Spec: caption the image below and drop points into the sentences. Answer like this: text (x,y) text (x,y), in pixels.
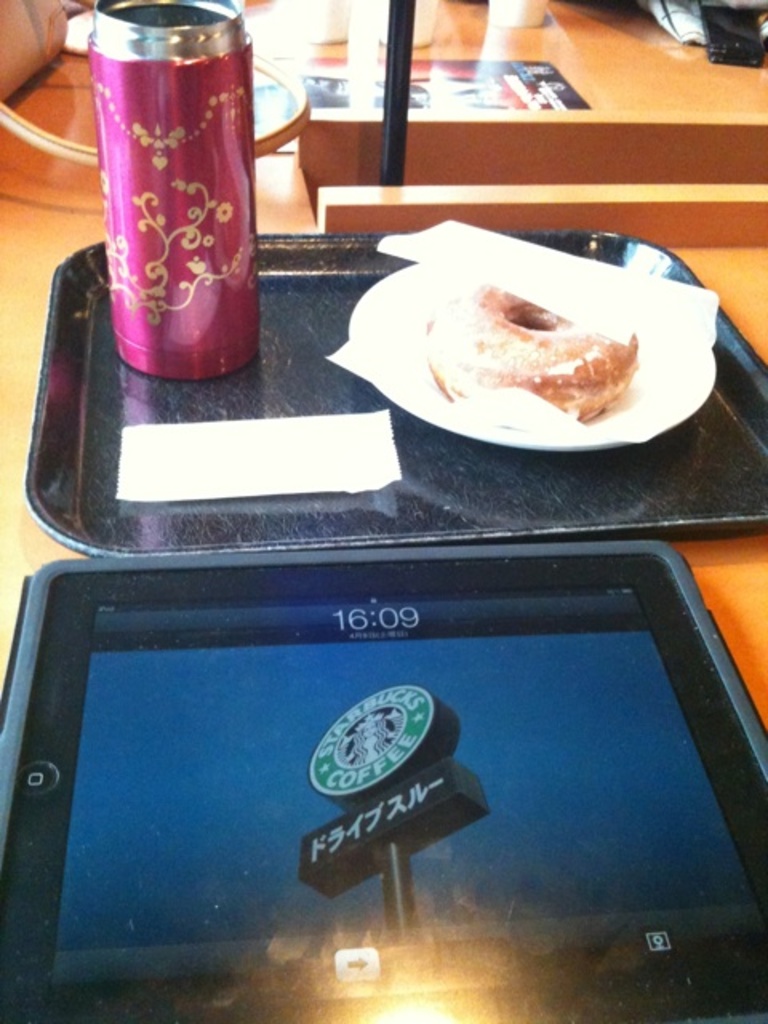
In this picture there is an object (342,869). There is a bottle (154,303), paper (254,425) and a doughnut (520,385) on the table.
